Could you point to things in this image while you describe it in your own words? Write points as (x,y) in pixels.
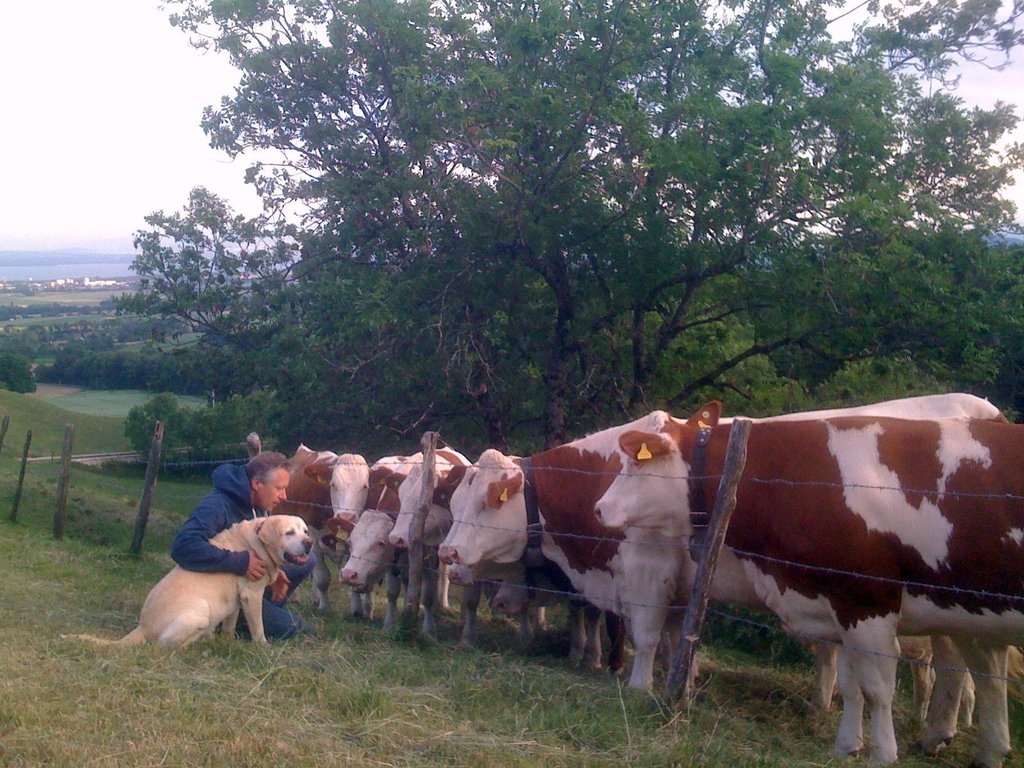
In this picture we can see few cows (453,548), a dog (283,539) and a man (231,501), in front of him we can find fence (419,562), in the background (600,313) we can see few trees (384,365) and grass (103,502).
